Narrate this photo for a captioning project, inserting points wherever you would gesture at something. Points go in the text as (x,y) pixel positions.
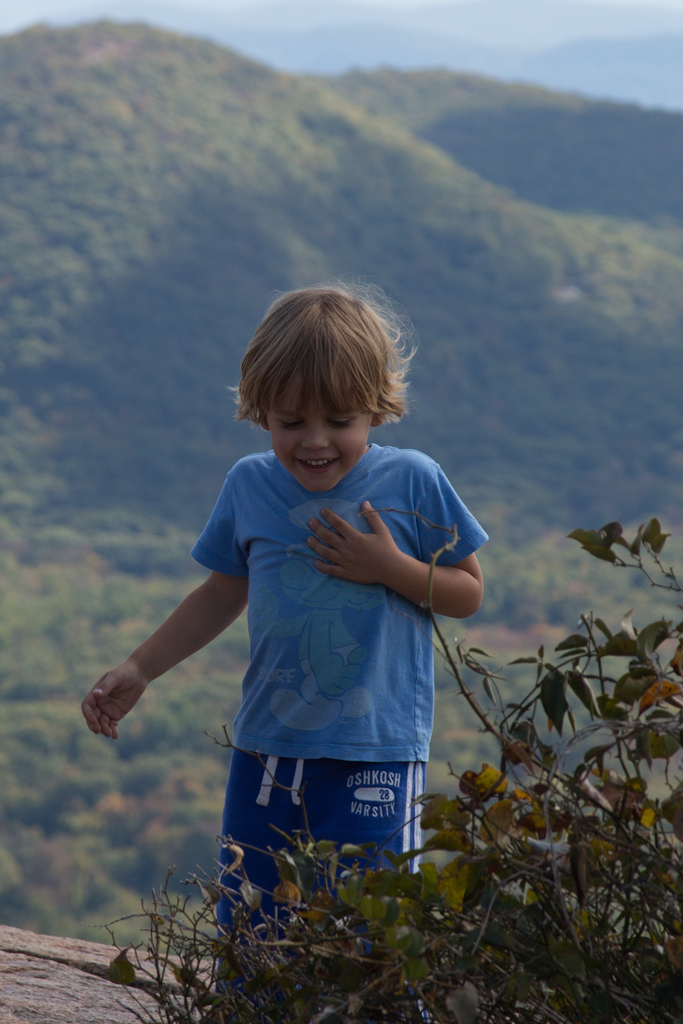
In this picture I can see there is a boy (347,437) standing, he is wearing a blue shirt (305,683) and a blue trouser (350,871) and in the backdrop (55,410) there are trees (52,420), plants (671,971) and mountains (60,381) are covered with trees (148,258). The sky (60,3) is clear.
